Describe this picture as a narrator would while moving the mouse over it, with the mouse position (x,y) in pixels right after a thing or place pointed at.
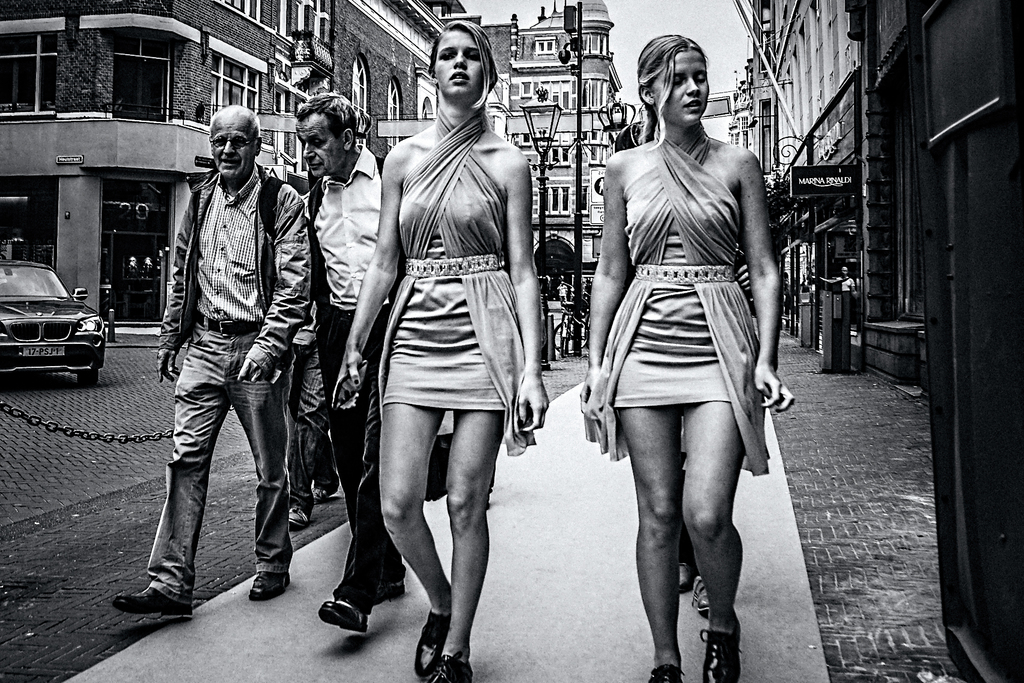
In this image, we can see a group of people (588,377) are walking on the walkway (506,661). Background (38,303) we can see so many buildings (14,220), vehicle (65,327), road (150,345), walls (199,146), poles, street lights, glass windows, name board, plant (773,214).
